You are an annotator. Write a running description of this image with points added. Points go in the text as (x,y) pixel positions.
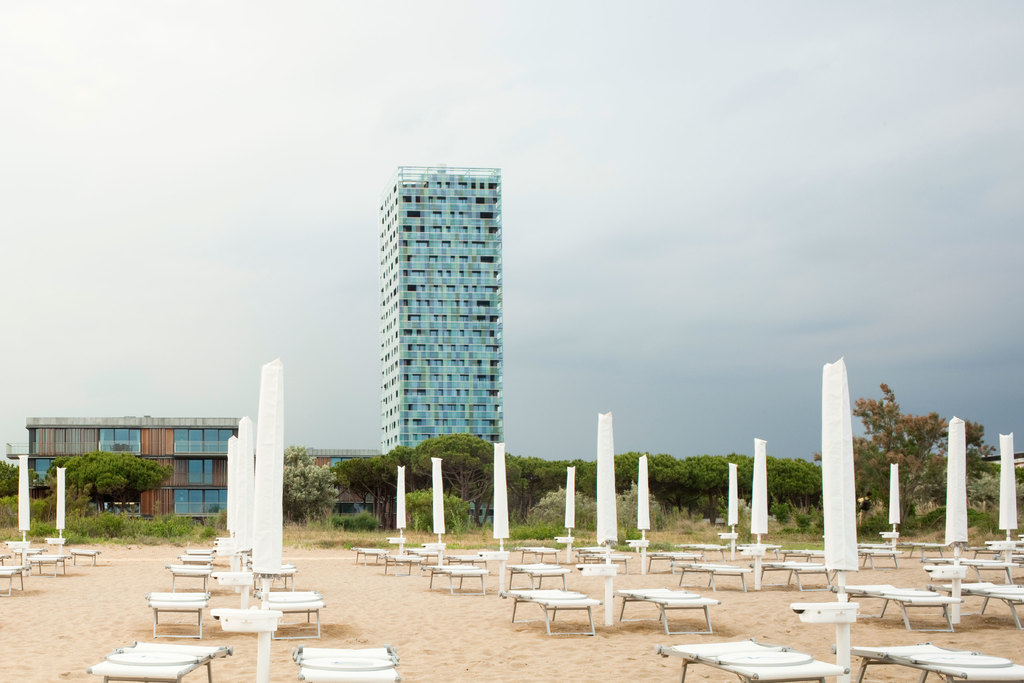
In this image I can see there are number of tables (825,606) and poles (1002,441) in the foreground (790,556), in the middle (422,407) I can see building (391,445) and trees (940,428) and the sky (591,453) visible at the top (364,202).
